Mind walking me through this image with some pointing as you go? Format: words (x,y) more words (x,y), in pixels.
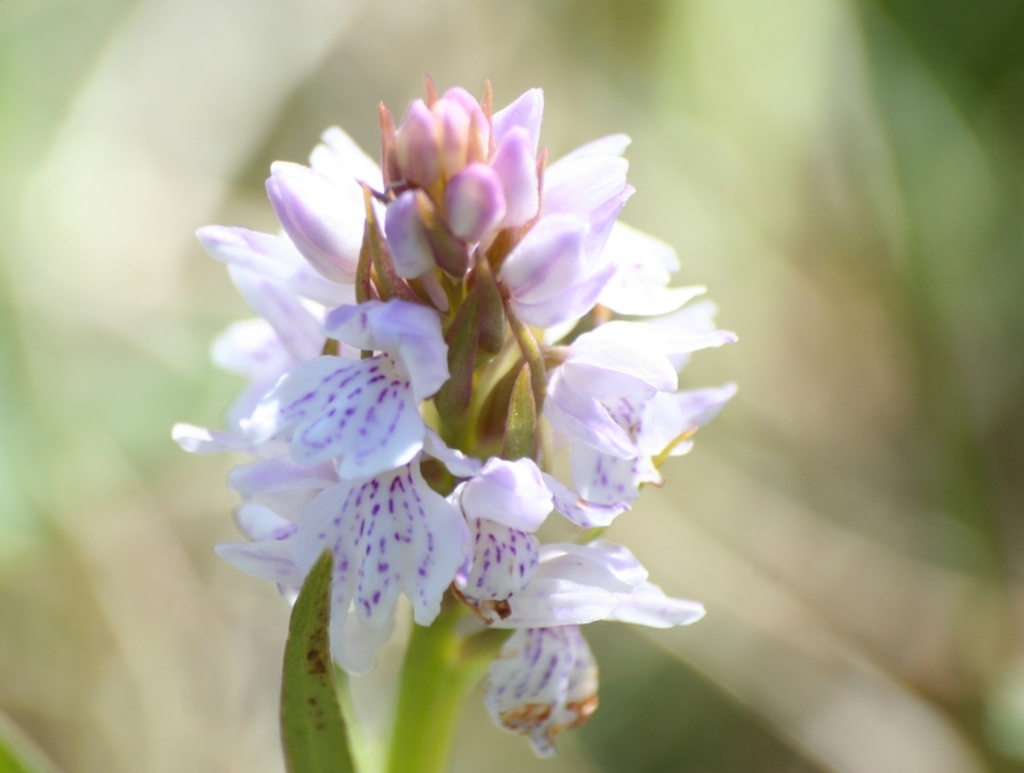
This image is taken outdoors. In this image the background (730,665) is a little blurred. In the middle of the image (441,415) there is a plant (309,733) with a beautiful flower (395,432) and a few buds (525,200).
